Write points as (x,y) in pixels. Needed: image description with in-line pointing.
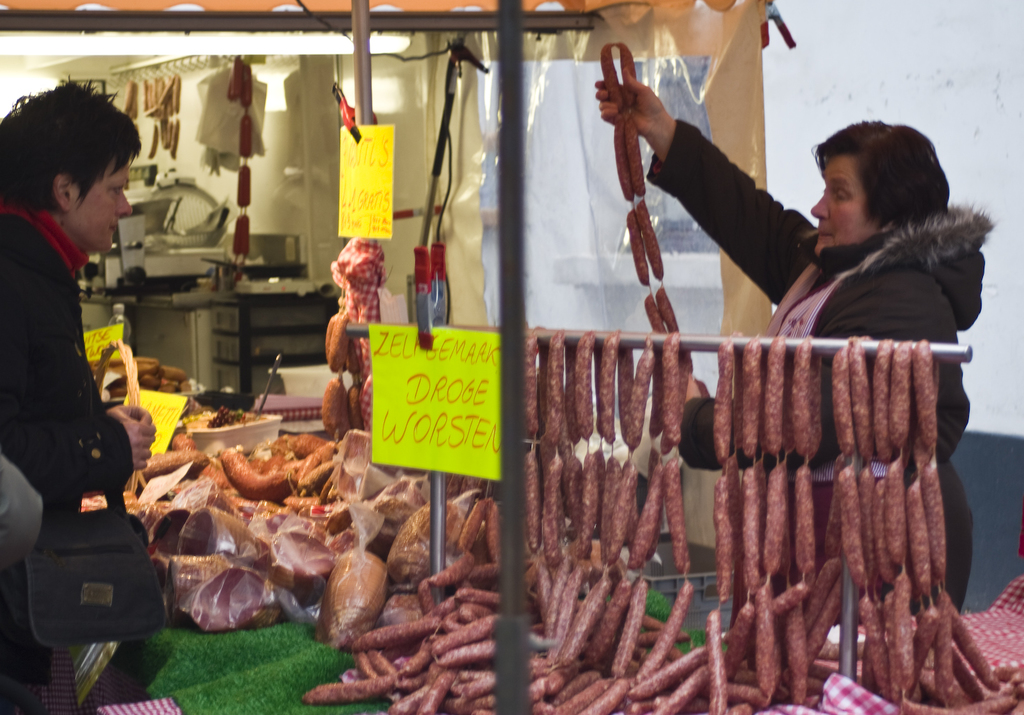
In this image there is a woman (819,255) standing is holding salami (636,139) in her hand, in front of the woman (699,444) on the table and on the metal rod (743,344) there is salami (192,456) and some other meat items (365,452) and there are display boards (422,362) with some text (442,390) on it. In front of the table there is another woman (46,380) standing by holding some objects (102,366) in her hand (138,423). In the background of the image (217,97) there is salami (178,107) and some other objects (205,102) hanging and there are some other machines (201,274), behind the machines (191,199) there is a wall (255,181), in front of the wall (416,170) there is a cover (607,124). At the top of the image (505,222) there are metal rods (354,32) and cables (442,46).
